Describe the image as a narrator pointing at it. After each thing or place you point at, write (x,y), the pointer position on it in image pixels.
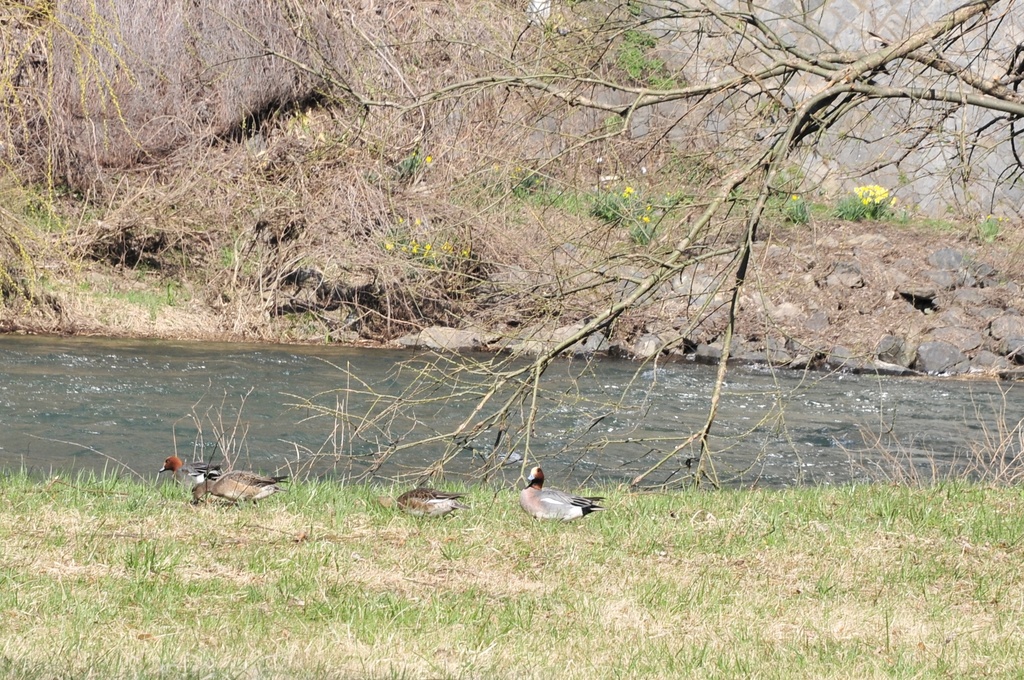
In the picture I can see birds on the ground (388,544). In the background (408,440) I can see the water (452,430), the grass (416,585), trees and other objects (783,315) on the ground (92,562).
